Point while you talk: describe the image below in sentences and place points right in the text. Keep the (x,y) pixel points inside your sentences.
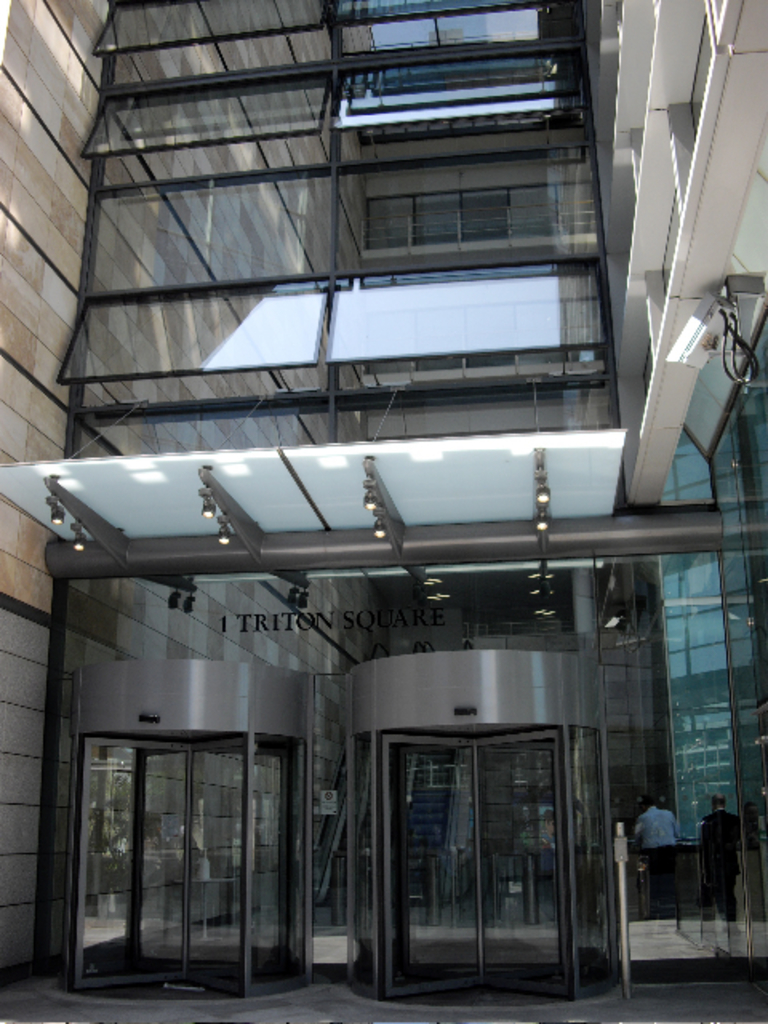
In the image we can see there is a building (440,428) and there are people (663,861) standing in the building (565,886). In front (101,871) there are two entrances (444,748) of the building (453,837).
